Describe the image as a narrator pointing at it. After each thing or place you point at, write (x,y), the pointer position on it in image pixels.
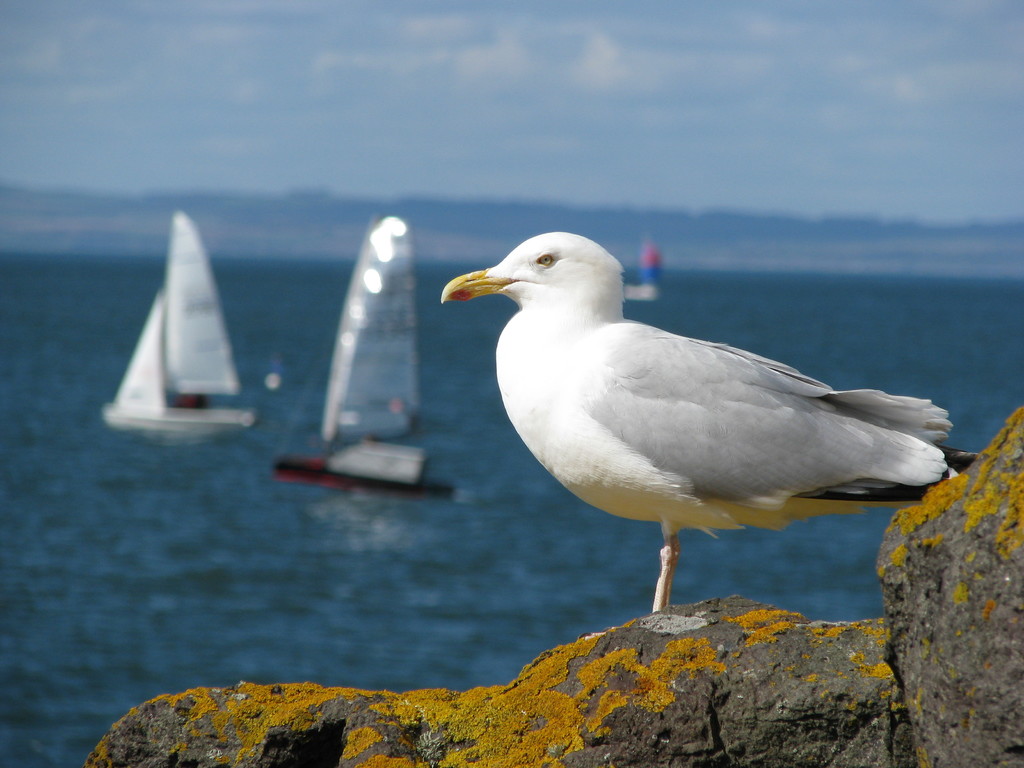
In this image I can see a bird (591,407) which is white, grey, black and yellow in color is standing on the rock (818,723) which is black and orange in color. In the background (517,582) I can see the water (319,557), few boats (386,456) on the surface of the water (305,554) and the sky (394,78).
